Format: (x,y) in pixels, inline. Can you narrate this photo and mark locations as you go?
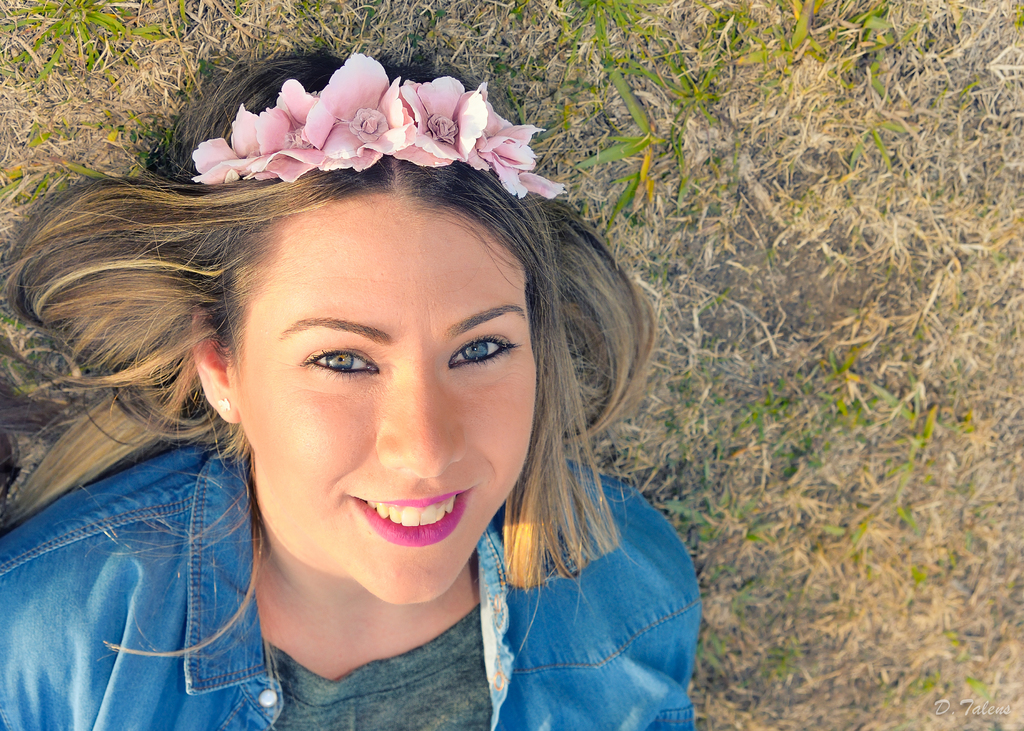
In the foreground of this image (413,508), there is a woman (426,606) wearing blue jacket (234,705) is lying on the grass land (747,492) and also wearing the flower crown (318,143) on her head (215,202).
